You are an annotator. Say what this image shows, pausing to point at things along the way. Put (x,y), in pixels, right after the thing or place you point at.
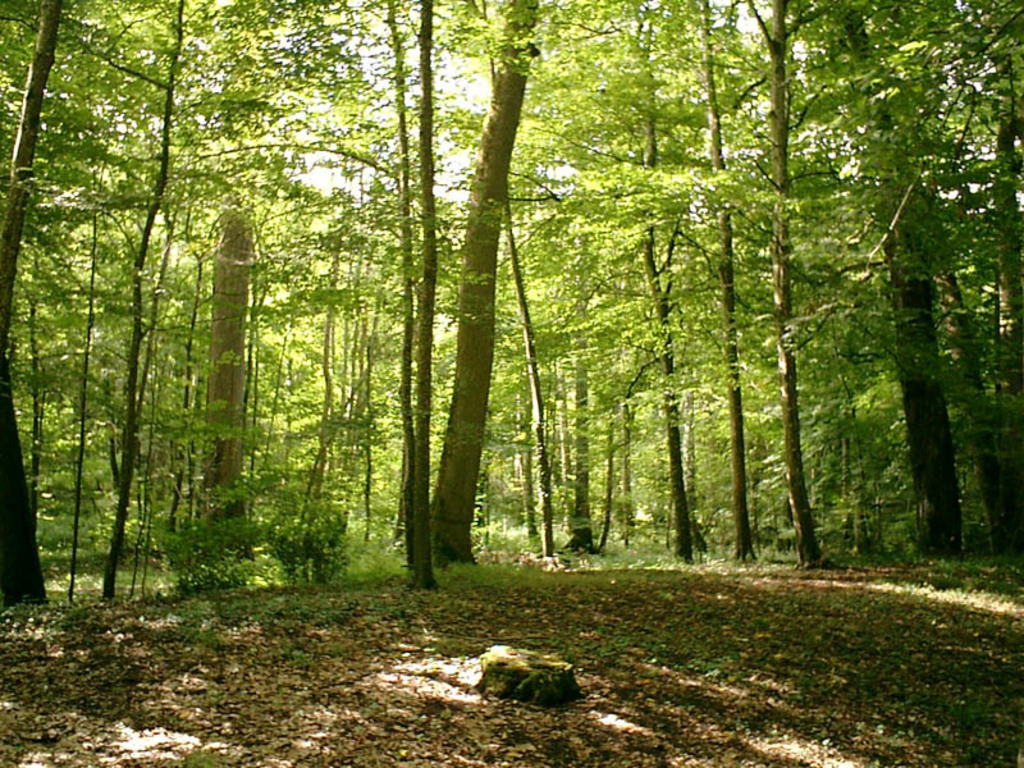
In this image at the bottom (445,663) there are some dry leaves (141,652) and grass (656,652), in the background (563,370) there are a group of trees (416,401).
